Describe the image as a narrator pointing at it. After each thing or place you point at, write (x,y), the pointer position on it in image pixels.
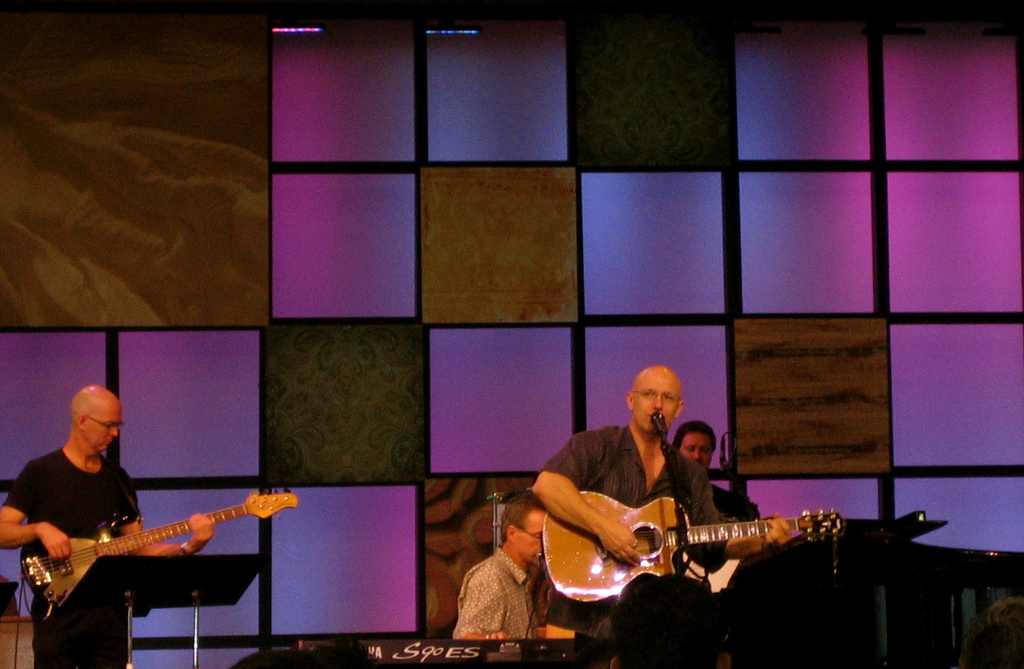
This picture is clicked in a musical concert. Man (9,502) on the left corner of the picture (93,526) is holding guitar (37,570) in his hand (47,537) and playing it. Man (653,470) in the middle of the picture (632,445) is holding guitar (553,537) in his hand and playing it and he is even singing song on microphone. Behind them, we see colorful wall (335,401).
